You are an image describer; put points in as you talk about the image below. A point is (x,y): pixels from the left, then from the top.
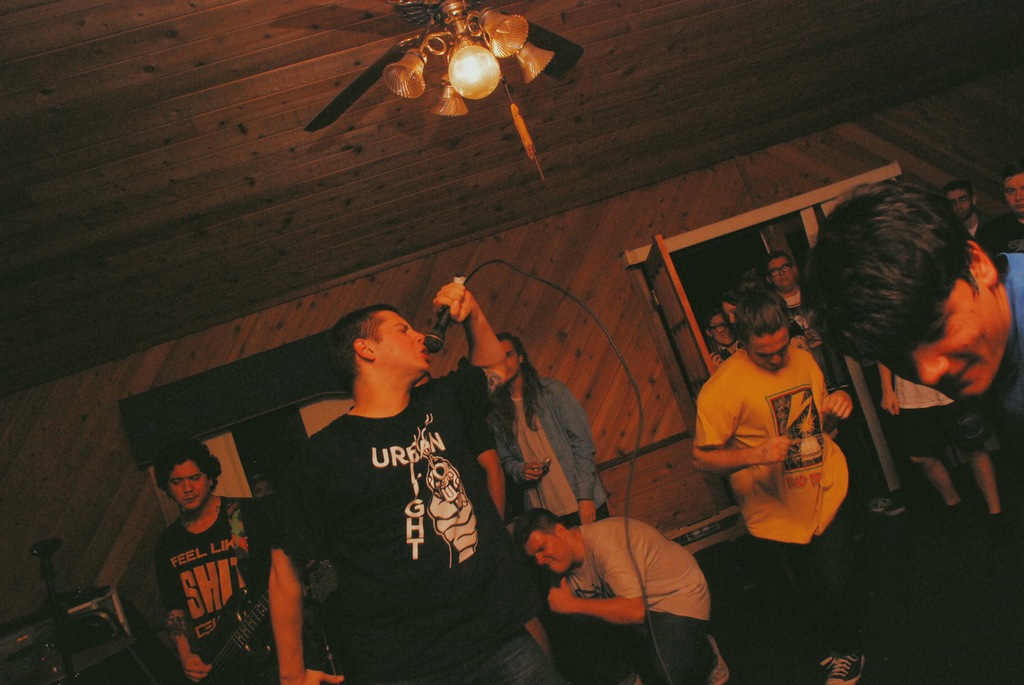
Here we can see a man (459,375) who is singing on the mike (447,316). Another man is playing guitar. Here we can see some persons (761,406) are standing on the floor (741,623). On the background (588,265) there is a wall (640,322) and this is door (680,349). And this is fan (454,56) and there is a light (497,57).
